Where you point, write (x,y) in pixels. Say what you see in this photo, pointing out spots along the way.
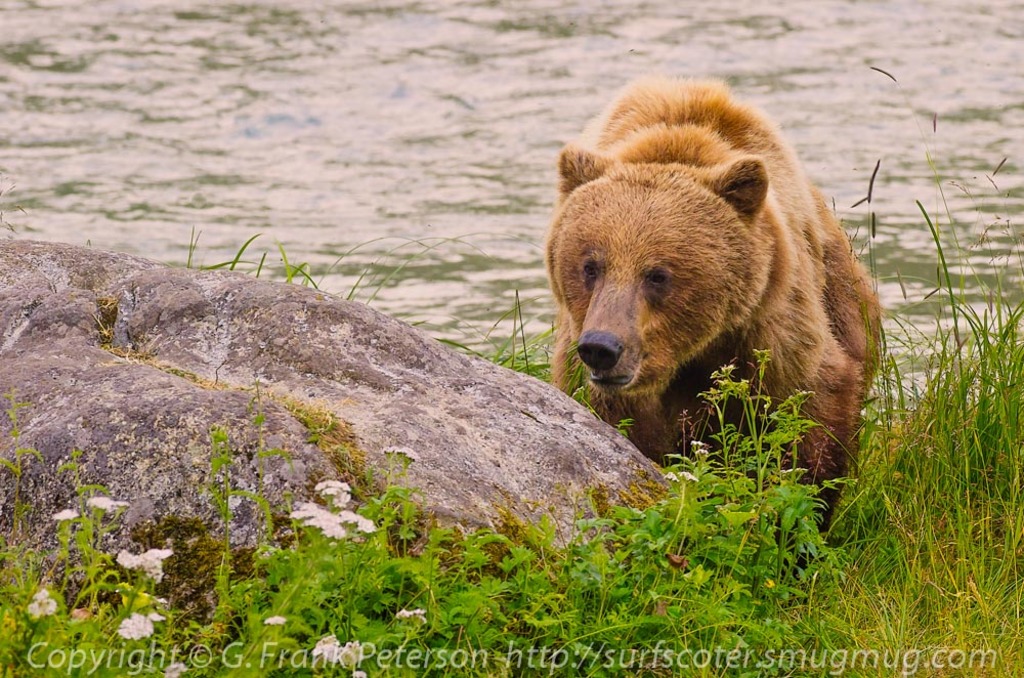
In this image I can see a bear (596,305) in brown color. In front (483,634) I can see few plants (730,555) in green color, background (225,95) I can see water (363,195).
